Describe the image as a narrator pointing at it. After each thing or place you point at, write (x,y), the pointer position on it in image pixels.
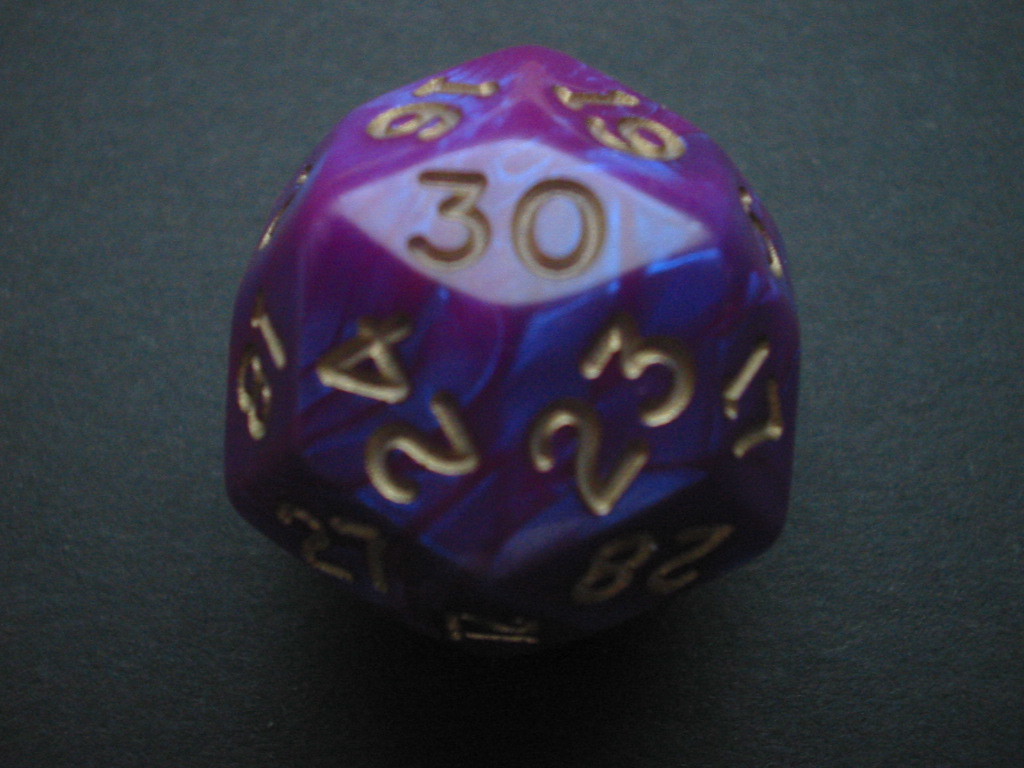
In this image, we can see dice (606,435) with numbers (475,469) on the surface (627,52).
